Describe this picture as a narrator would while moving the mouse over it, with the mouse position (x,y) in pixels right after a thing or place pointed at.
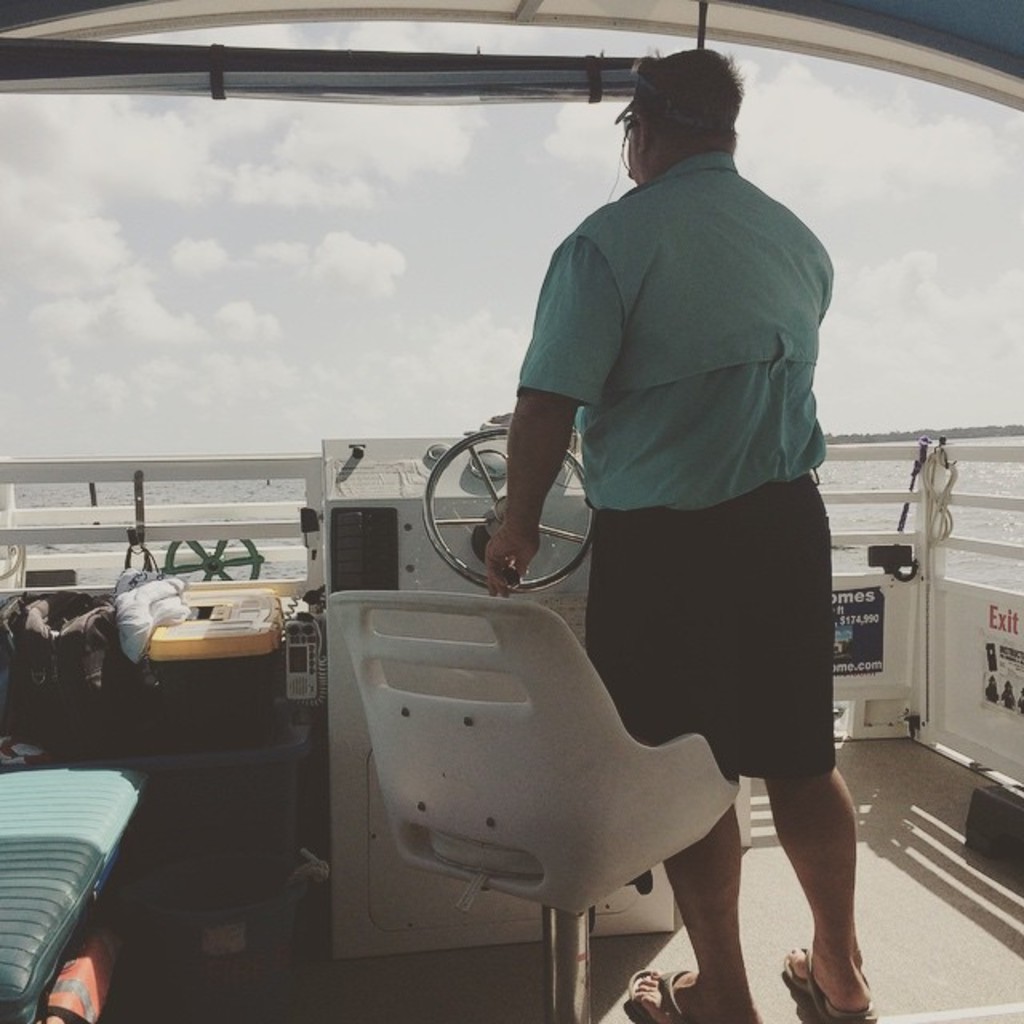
In the picture I can see a man (621,594) is standing on the floor (758,841). The man (734,822) is holding the steering (480,441) of a ship (783,944). I can also see a white chair (467,854) and some other objects (300,862). In the background (110,545) I can see the sky (404,219) and the water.
